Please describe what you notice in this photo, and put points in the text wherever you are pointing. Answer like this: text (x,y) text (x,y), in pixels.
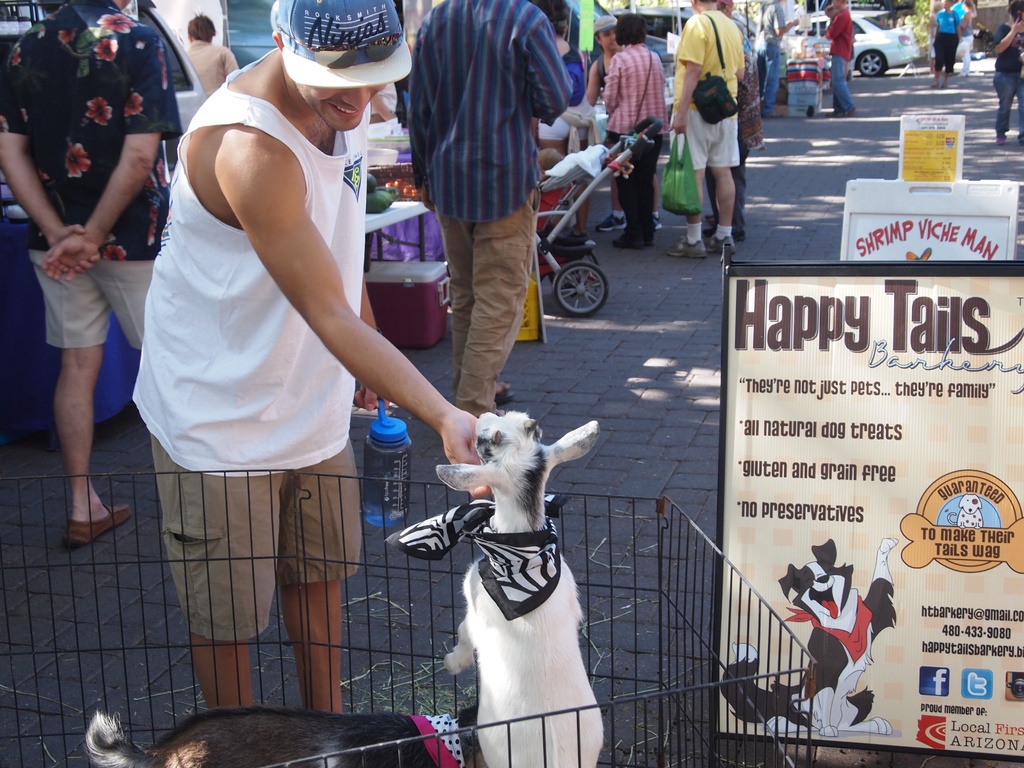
On the right side of the image (933,540) we can see name boards (961,198) and persons (957,43) walking on the road (939,97). On the left side of the image (133,191) we can see persons (88,203), vehicle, fruits (380,197) and vegetables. At the bottom of the image (553,617) we can see a goats (294,709). At the background (907,49) there is a car (893,46).
